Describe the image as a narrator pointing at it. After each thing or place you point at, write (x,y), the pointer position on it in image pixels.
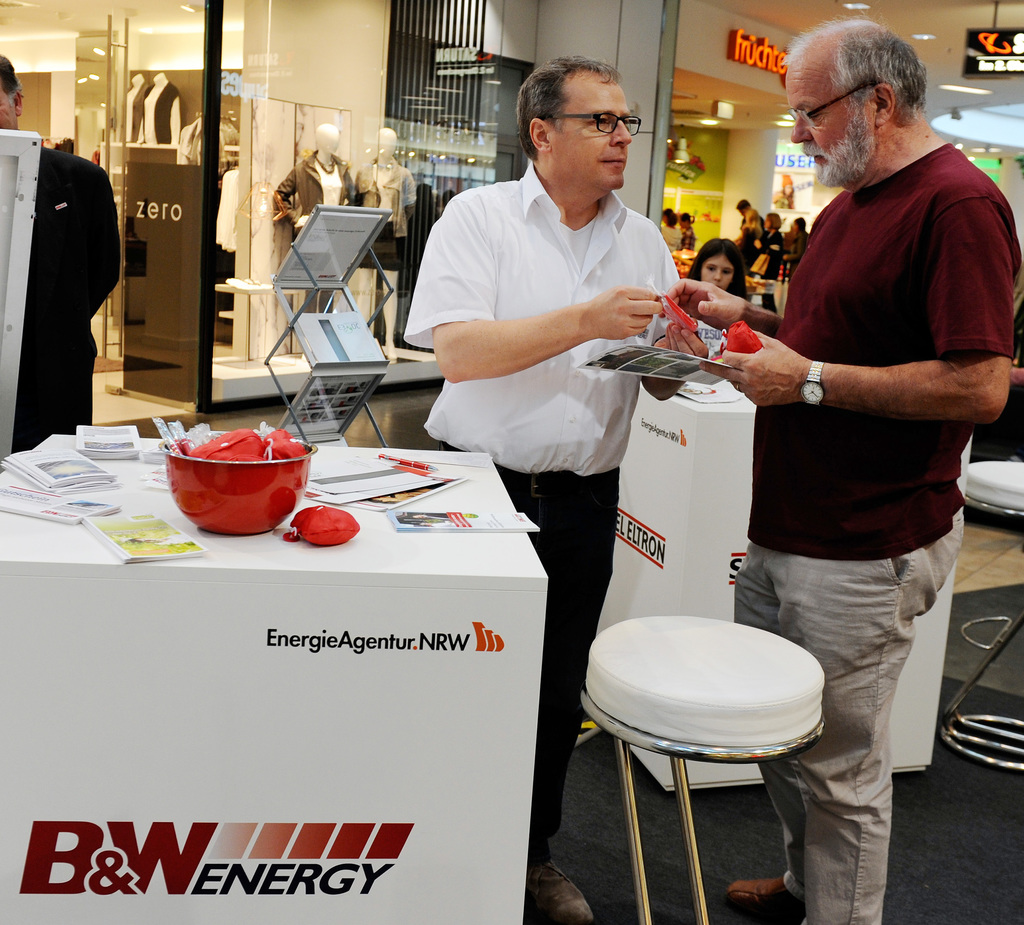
In the image there are two persons (823,260) holding a card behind the table (395,536). On table (394,508) we can see a bowl (239,489), books (132,536), paper (370,482), pen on right side (1006,478) behind the red color shirt man (991,328) we can see a chair (1019,476). On left side (248,258) behind white color shirt man (478,227) we can see a clothes shop (281,214) in background (719,269) we can see a woman (737,271) and a group of people (758,215) who are standing.
